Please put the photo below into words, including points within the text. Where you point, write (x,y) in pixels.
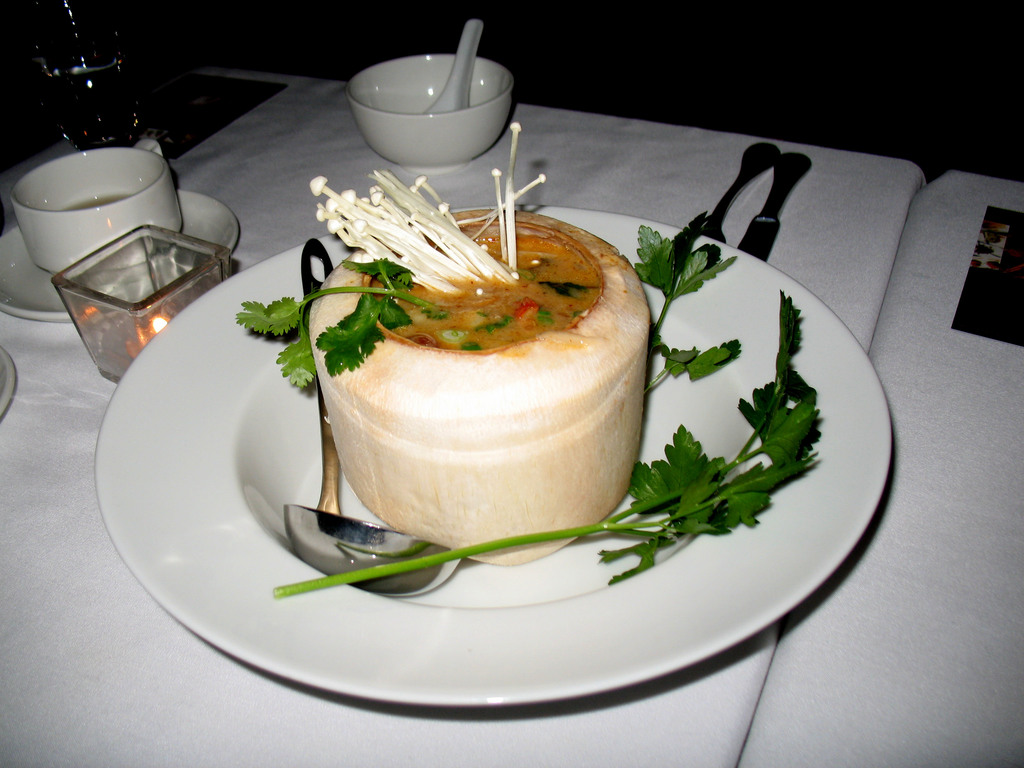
This image consists of a plate (449,654) in the middle (681,312). It is in white color. In that there is a spoon (396,533), leafy vegetables (675,456), and some eatables (346,437). There is bowl (391,144) at the top (466,127) and left side (20,216). There is a candle (112,314) on the left side (122,319). There is a glass (84,101) in the top left corner (82,117). There are fork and knife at the top right (745,168).
